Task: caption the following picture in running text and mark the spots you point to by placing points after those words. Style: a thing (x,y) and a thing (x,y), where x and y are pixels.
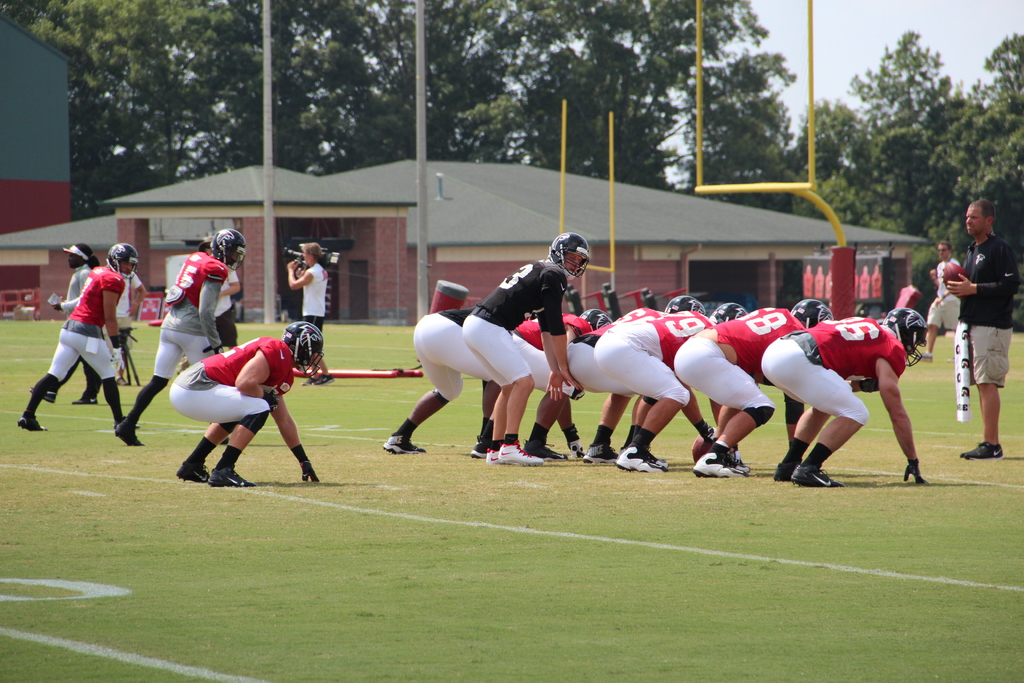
In this image I can see a group of people (775,346) are standing in the ground (879,402), they wore red color t-shirts (839,370), white color trousers (707,373). Few of them wore black color t-shirts (547,290), black color helmets (583,261). At the back side (507,251) there is a shed (480,239) and there are trees (288,126) in this image.
